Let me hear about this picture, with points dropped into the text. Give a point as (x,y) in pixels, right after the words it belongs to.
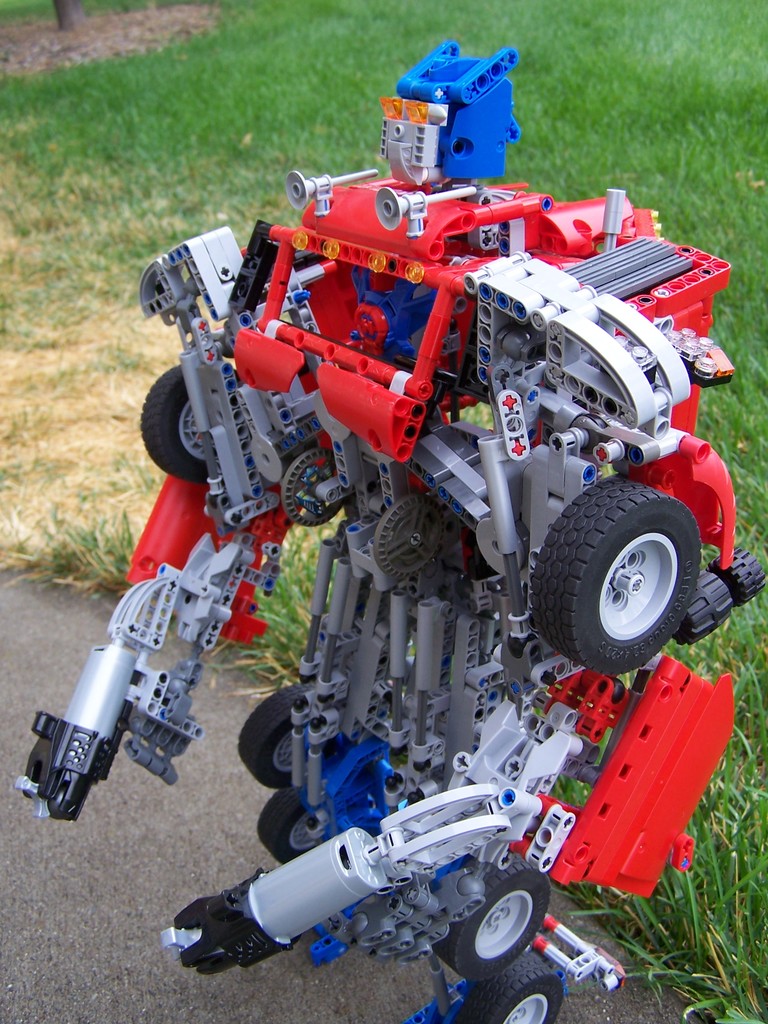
In this image I can see a robot (412,520) which is red, blue, ash and black in color made up of plastic (491,527) is on the ground (229,808). In the background (277,58) I can see some grass (258,141).
